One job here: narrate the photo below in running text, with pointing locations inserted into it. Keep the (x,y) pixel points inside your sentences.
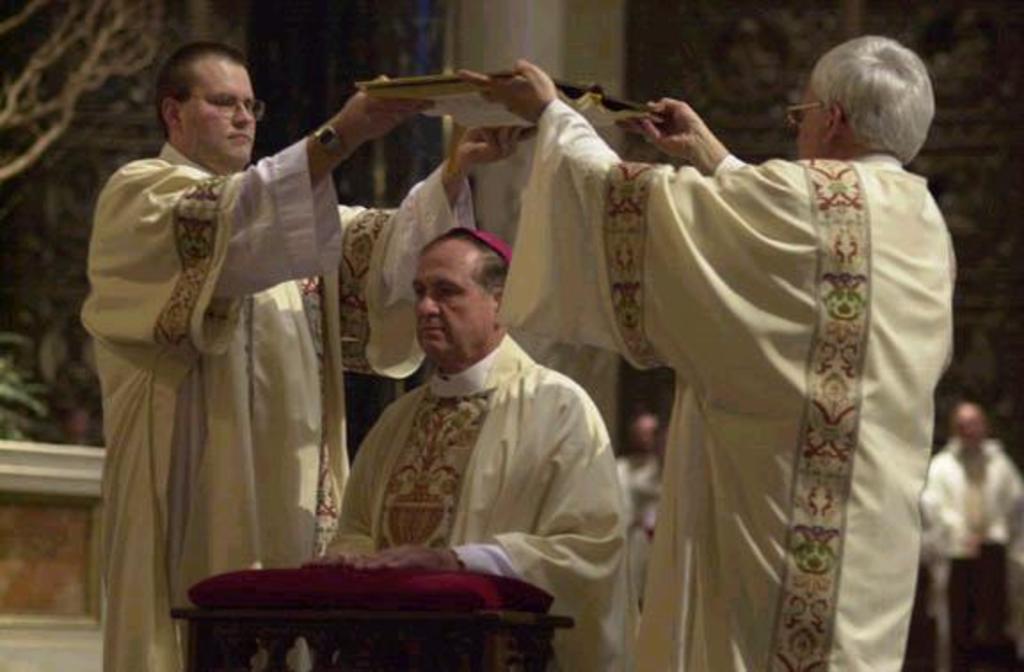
In the image the ordination of bishop (469,468) is being performed and in the background (970,542) there are some other people (965,498) they are blurred.
